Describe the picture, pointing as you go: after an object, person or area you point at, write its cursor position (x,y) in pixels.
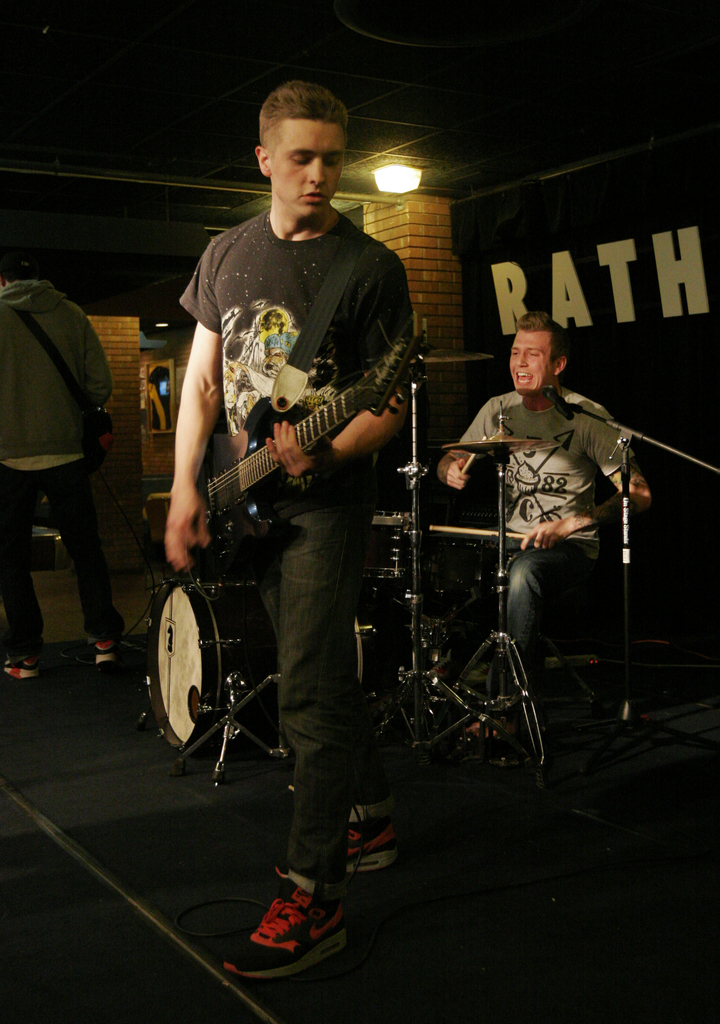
In this image i can see a man (277,228) holding a guitar (271,472) and playing at the back ground (522,473) there is another man (513,471) sitting and playing musical instrument (502,476), a wall (522,265) and at the top (404,173) there is a light (394,181).
